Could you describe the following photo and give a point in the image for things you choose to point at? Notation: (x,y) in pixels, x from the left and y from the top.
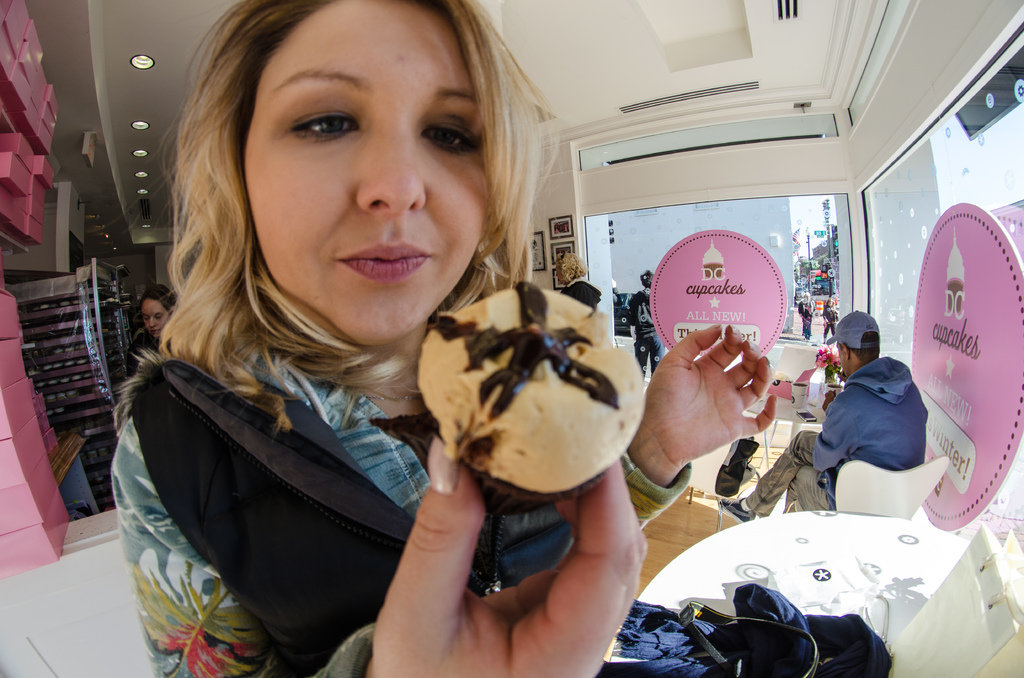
In this picture I can see a woman (608,496) standing and holding a cupcake (540,440) in her hand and I can see a man (856,443) seated on the chair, another woman (155,295) in the back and I can see few photo frames (544,245) on the wall (544,209) and couple of advertisement boards (943,364) with some text (948,343) and I can see a paper bag (928,661) and a cloth (758,622) on the table (813,558) and I can see few lights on the ceiling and few parcel boxes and from the glass (801,291) I can see buildings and few people (828,316) are standing.
